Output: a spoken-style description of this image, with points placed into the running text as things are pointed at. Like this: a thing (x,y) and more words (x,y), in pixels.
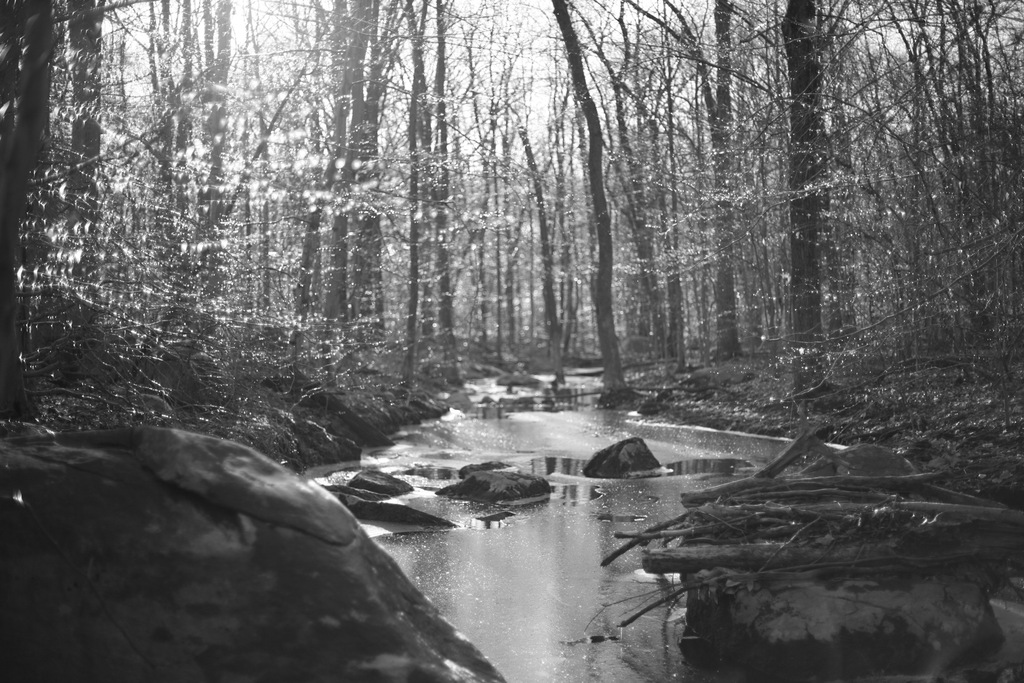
This is a black and white picture. In this picture we can see the trees (536,154) and the sky (536,154) is visible. We can see the water (673,460), rocks (894,667) and the branches (662,529).
